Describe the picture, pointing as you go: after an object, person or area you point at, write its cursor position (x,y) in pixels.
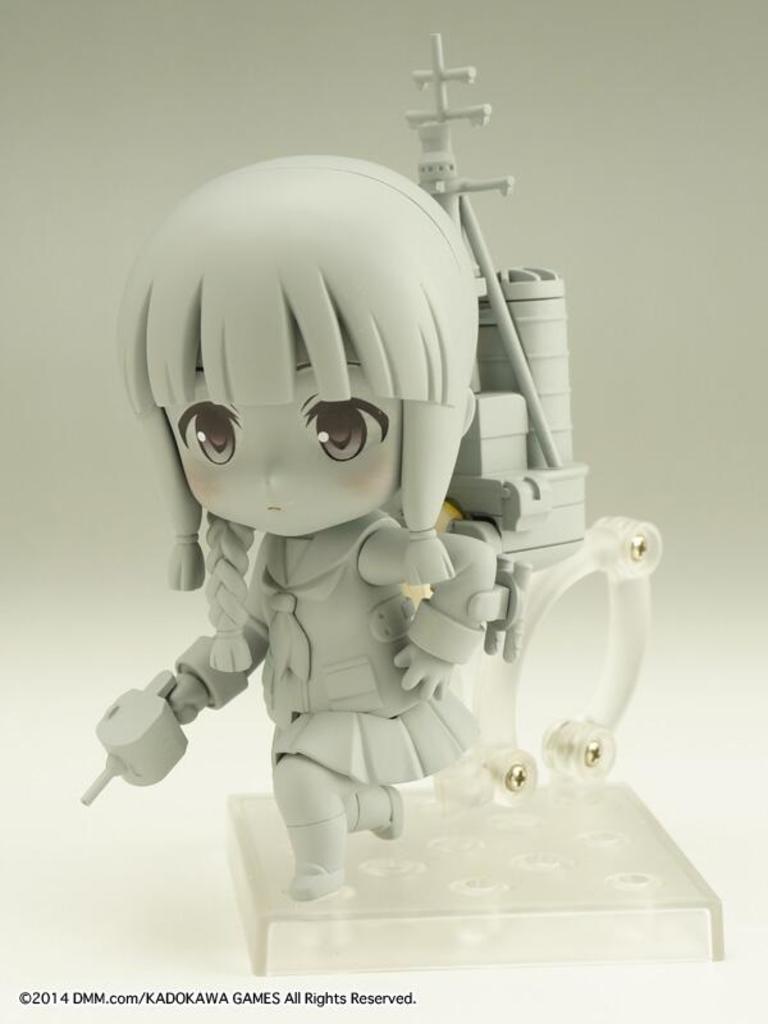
In this image, in the middle (420,490), we can see a toy (438,693). In the background (106,649), we can see white color.
